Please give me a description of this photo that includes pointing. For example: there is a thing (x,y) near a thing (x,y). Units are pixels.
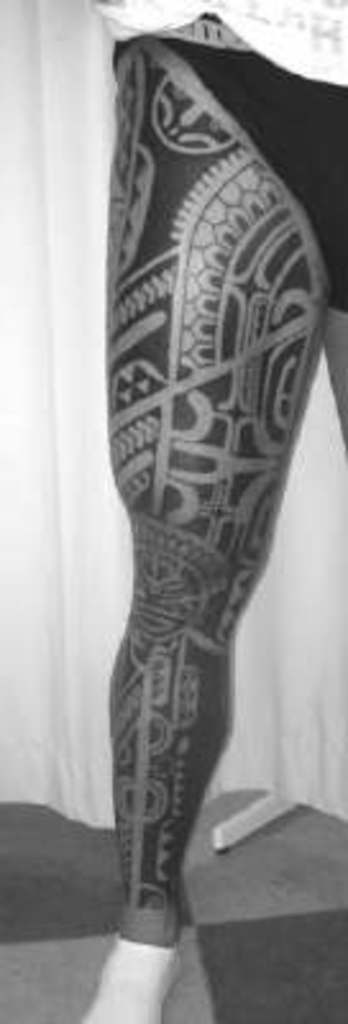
In this image we can able to see a person's leg (181,626) with a tattoo (180,385) on it, behind it there is a cloth (41,317).
